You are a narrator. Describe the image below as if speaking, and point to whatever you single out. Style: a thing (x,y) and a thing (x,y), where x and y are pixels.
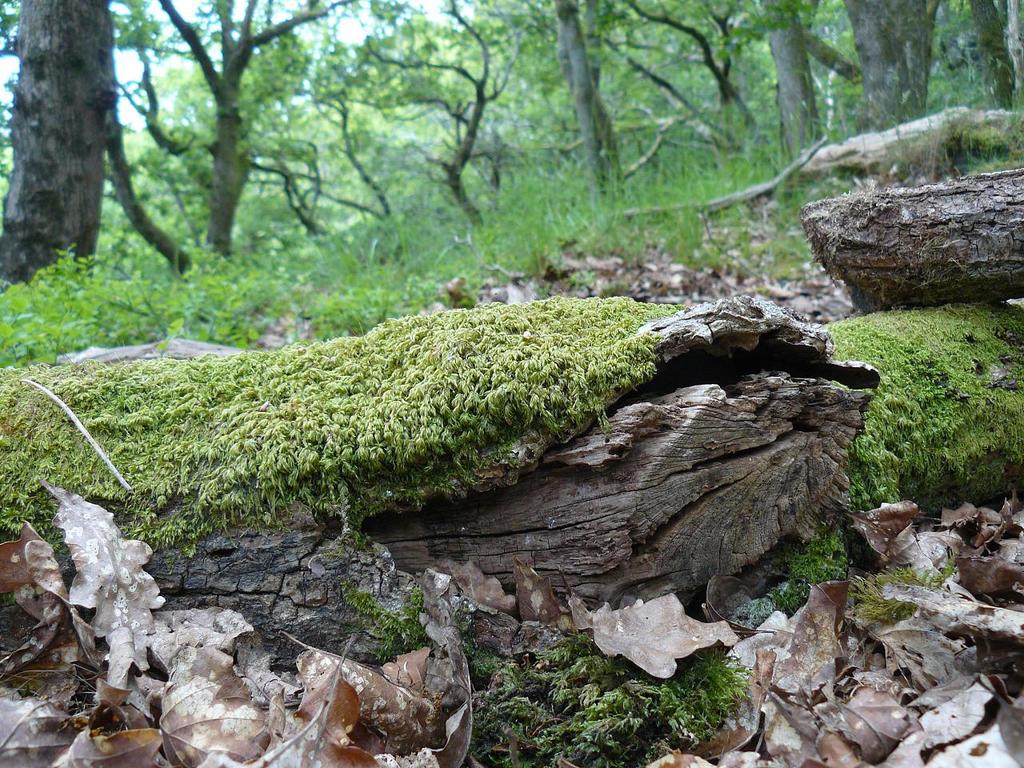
This is grass (522,257) and there are plants (270,288). In the background (347,198) we can see trees (438,93) and sky (187,2).
